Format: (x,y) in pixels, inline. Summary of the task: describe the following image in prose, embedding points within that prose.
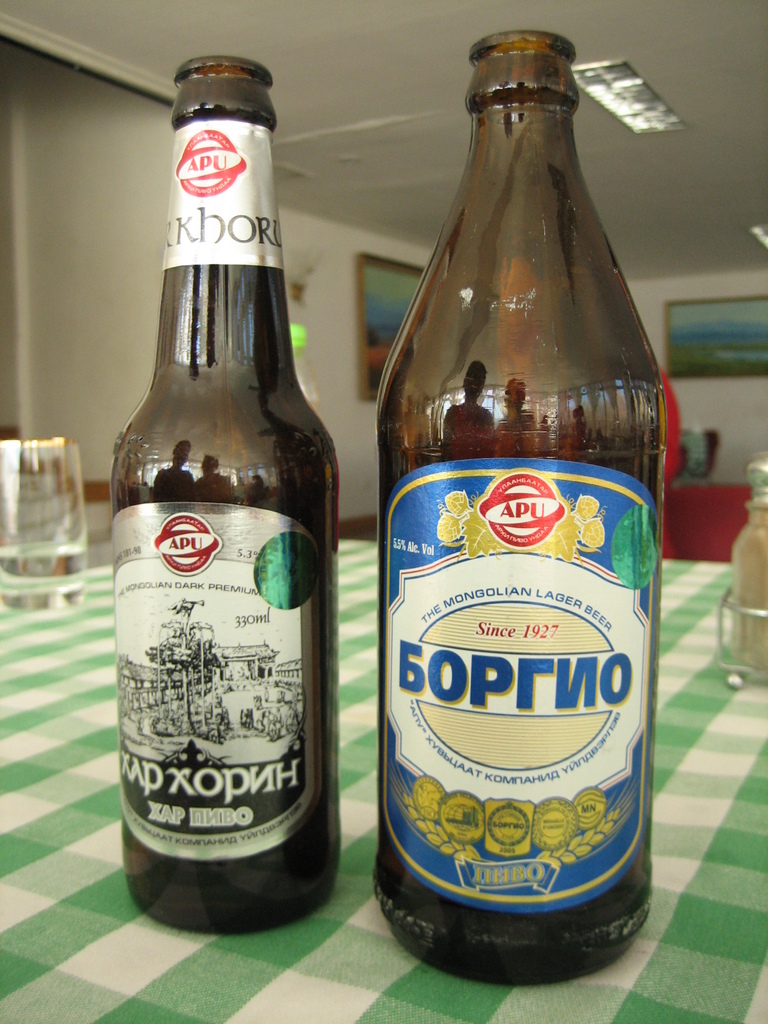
In this picture we can see two bottles (324,884) with stickers (180,534) on it, glass (45,441), jar (763,510) and these are placed on a cloth (8,778) and in the background (360,282) we can see frames (360,282) on the wall (335,323).
